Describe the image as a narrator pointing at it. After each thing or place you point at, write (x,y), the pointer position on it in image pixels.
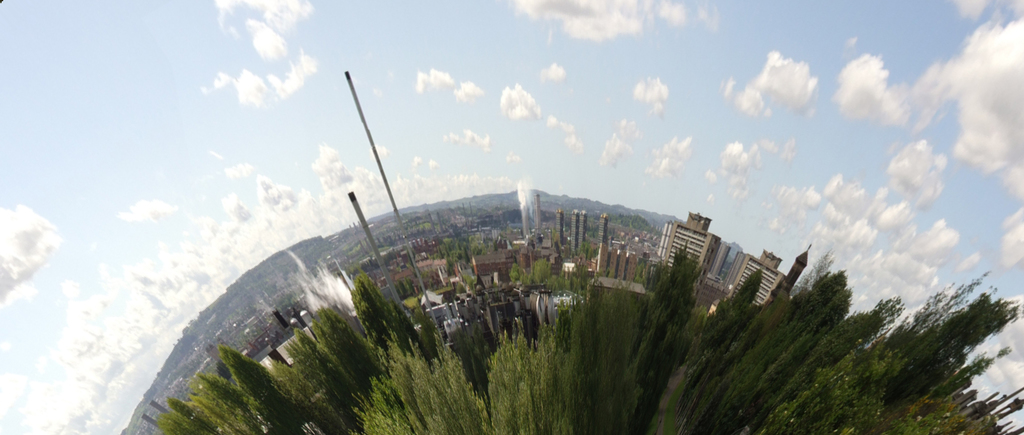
We can see trees (229,355), buildings (549,254), poles (426,289) and sky (85,181) with clouds (939,106).
